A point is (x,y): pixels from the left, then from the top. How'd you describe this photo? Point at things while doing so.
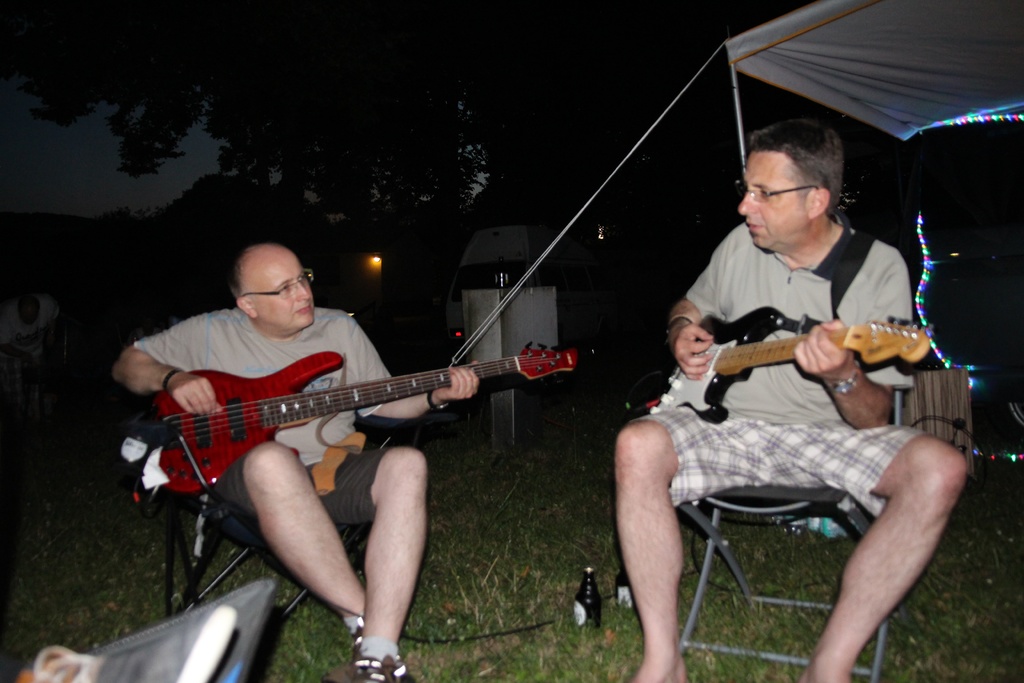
2 people (301,435) are sitting on the chairs (825,502) and playing guitars (710,390). the person (793,409) at the right (738,337) is playing black and white guitar (705,372). the person (348,335) at the left (326,343) is playing red guitar (169,446). on the grass (556,660) there are black glass bottles (588,582) in between them. at the right (906,86) there is a white tent (915,84) and lights (919,303) are present. behind them there is a vehicle (500,255), trees (442,86). this is the night time.
